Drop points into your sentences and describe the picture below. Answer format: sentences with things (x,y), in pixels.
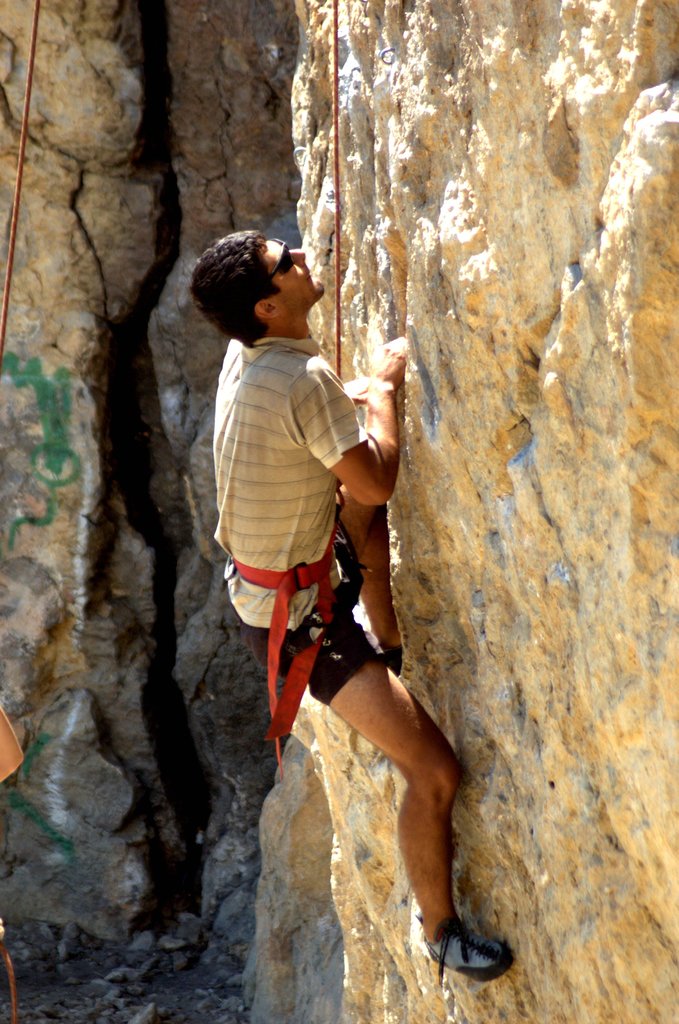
In this image we can see a man (362,680) doing hill climbing.
